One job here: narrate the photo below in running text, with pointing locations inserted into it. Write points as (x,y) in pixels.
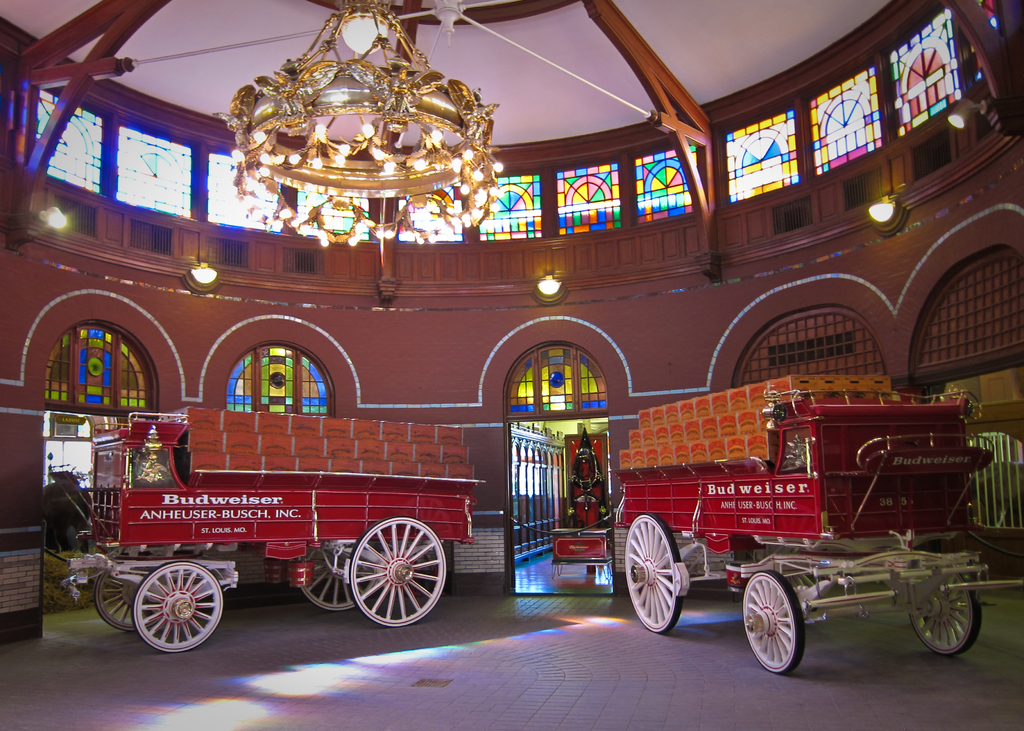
In the image we can see the cart (398,526), in it we can see carton boxes (306,467). Here we can see floor (527,674), arch (573,340) and lights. We can even see the chandelier (396,180) and the windows (583,218).
